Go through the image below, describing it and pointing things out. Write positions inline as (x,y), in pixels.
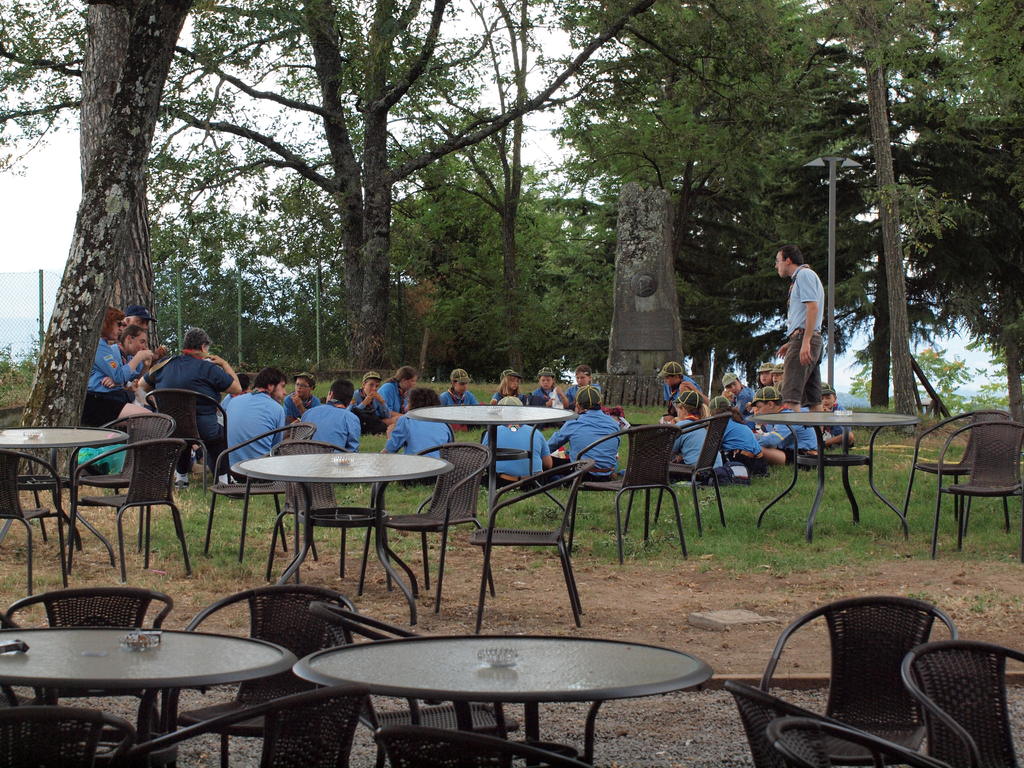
These persons (171,386) are sitting on chair (179,391) and grass (991,546). These are trees (692,126). We can able to see chairs (148,486) and tables (369,458). This person (813,378) is standing.
